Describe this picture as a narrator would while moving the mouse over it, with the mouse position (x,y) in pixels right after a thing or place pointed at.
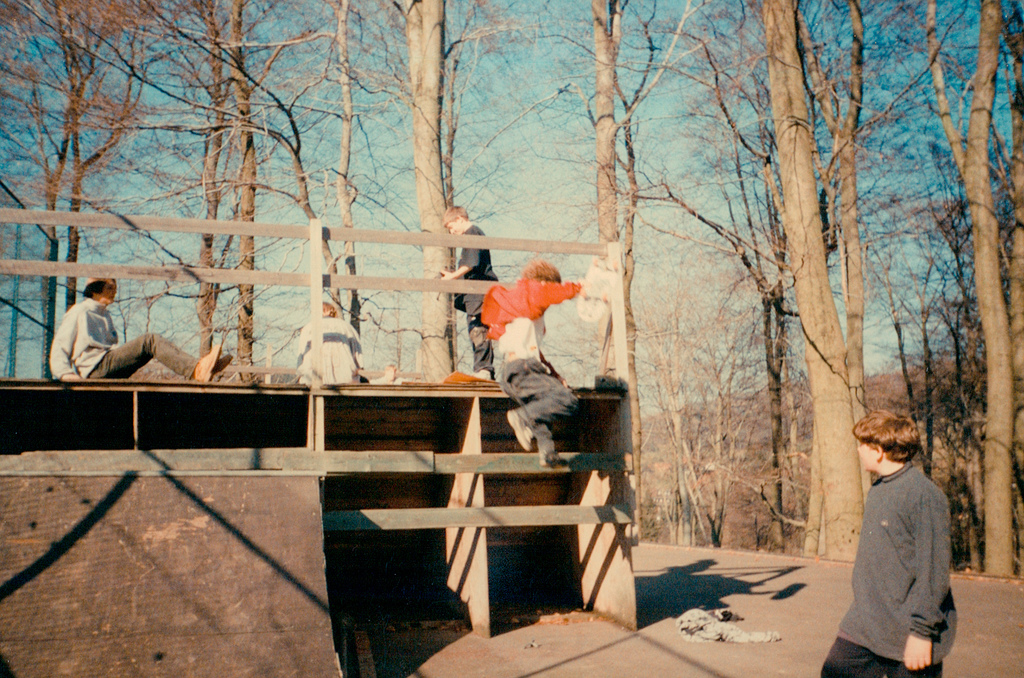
On the left side (90,289) a boy (126,342) is sitting on this wooden frame (179,476). On the right side (912,536) a boy (922,557) is walking, he wore a coat (910,585), there are big trees (73,284) in this image.
